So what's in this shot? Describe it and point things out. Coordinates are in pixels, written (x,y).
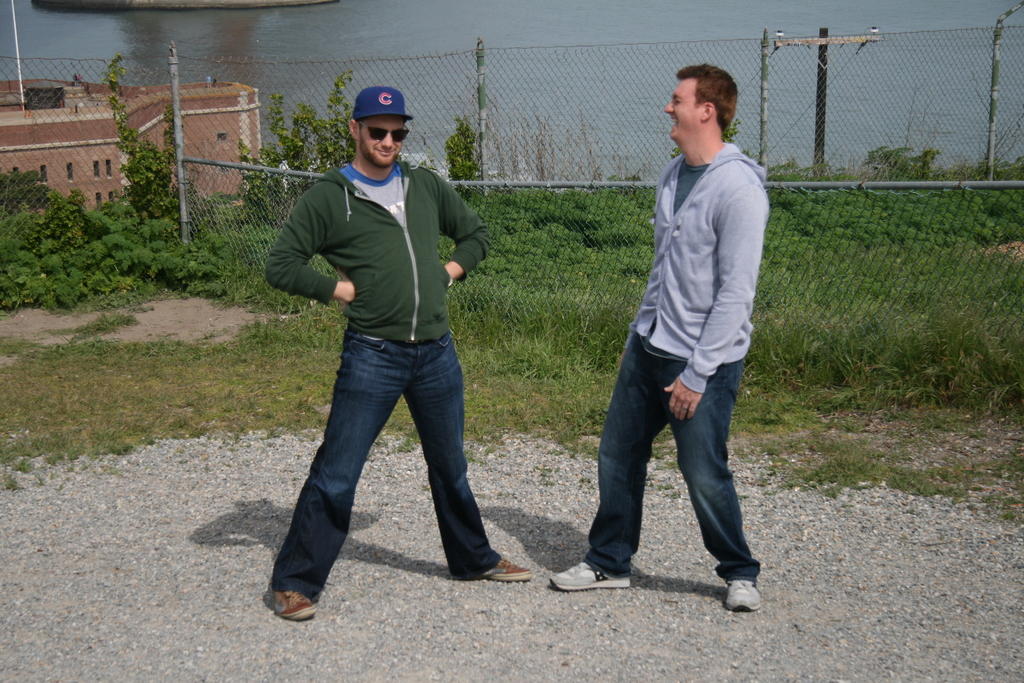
Here we can see two people (697,357). Background (852,121) there are plants (55,245), fence (1000,186), grass (913,348), building (116,184) with windows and water (431,19).
